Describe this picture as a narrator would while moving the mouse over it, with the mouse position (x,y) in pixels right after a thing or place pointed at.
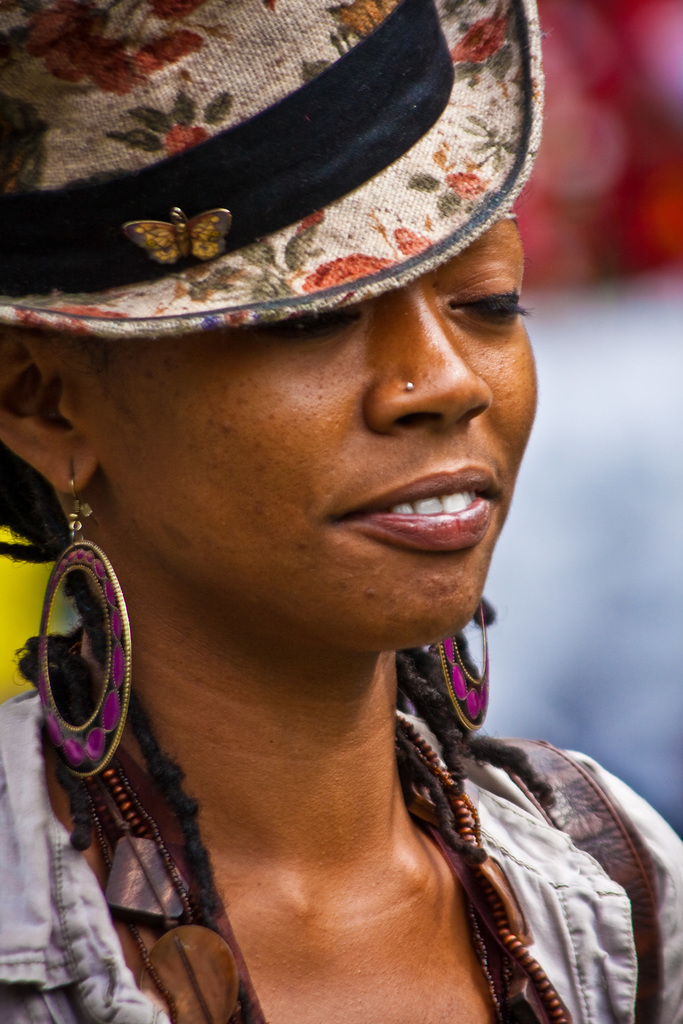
Here we can see a woman (372,605) and she wore a cap (292,208). There is a blur background (627,728).
